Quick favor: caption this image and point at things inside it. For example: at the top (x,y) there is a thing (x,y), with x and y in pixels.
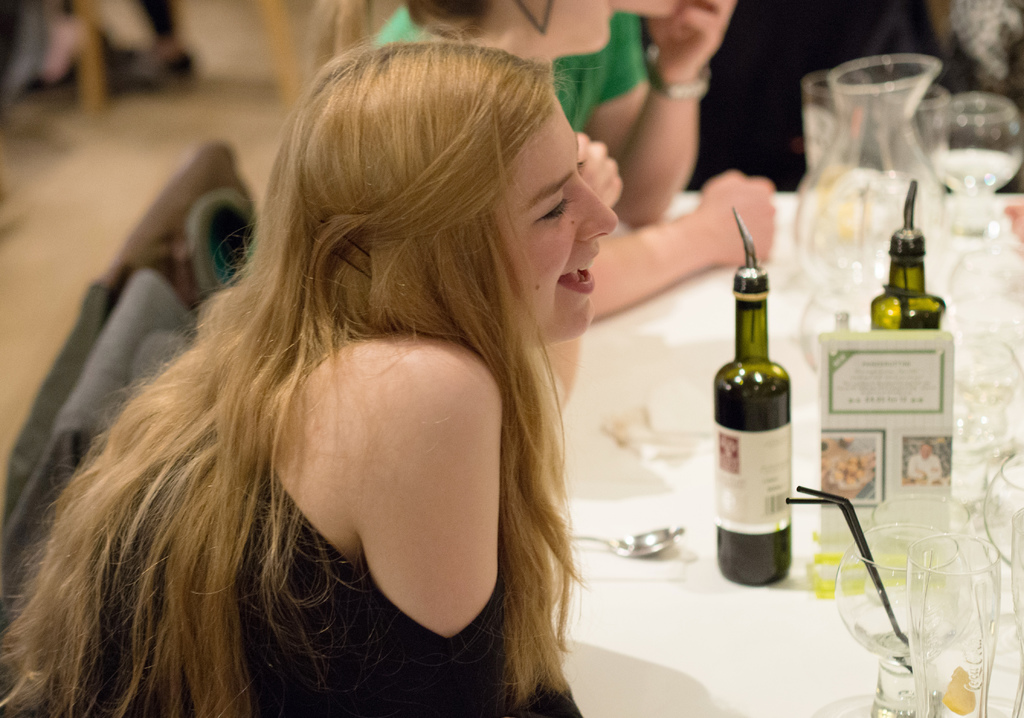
This a picture consist of person (270,255) sitting on the chair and there is a table (681,354), on the table (776,248) there are the bottles (749,415) kept on that
